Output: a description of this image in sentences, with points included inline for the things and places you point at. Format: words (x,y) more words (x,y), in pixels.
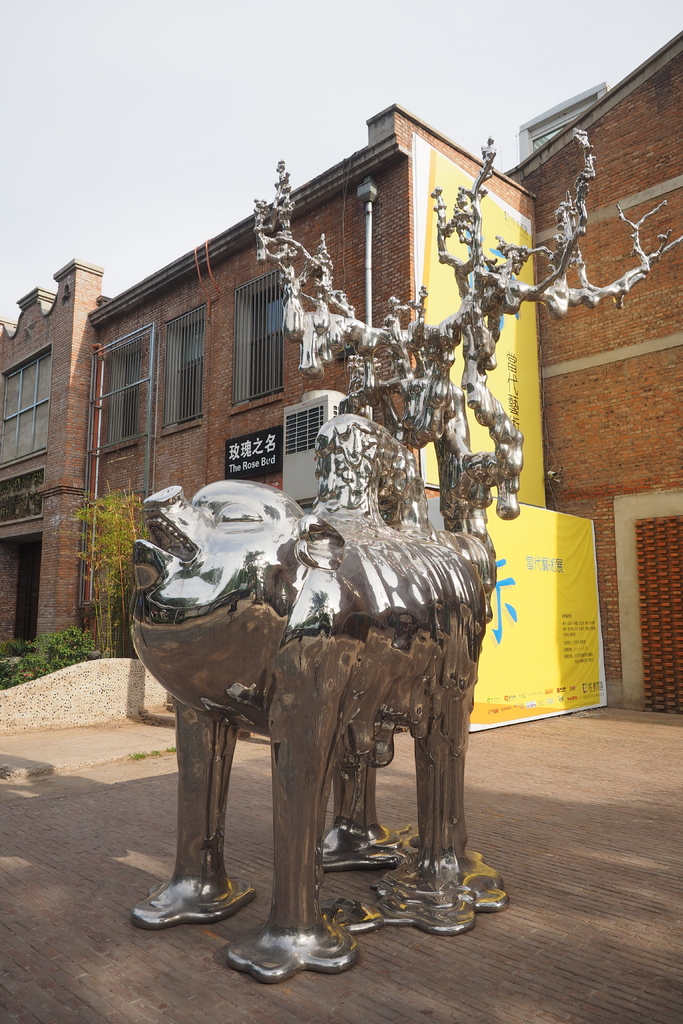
This picture is of outside. In the center (368,523) there is a sculpture (361,653) and a yellow color banner (552,622) with a text (569,649) printed on it. On the right corner (650,533) there is a door (658,639). In the background (657,310) we can see the buildings (333,216), pole (367,234), windows (268,331), board (252,447), air cooler (299,413) and some plants (72,635) and the sky (270,60).
